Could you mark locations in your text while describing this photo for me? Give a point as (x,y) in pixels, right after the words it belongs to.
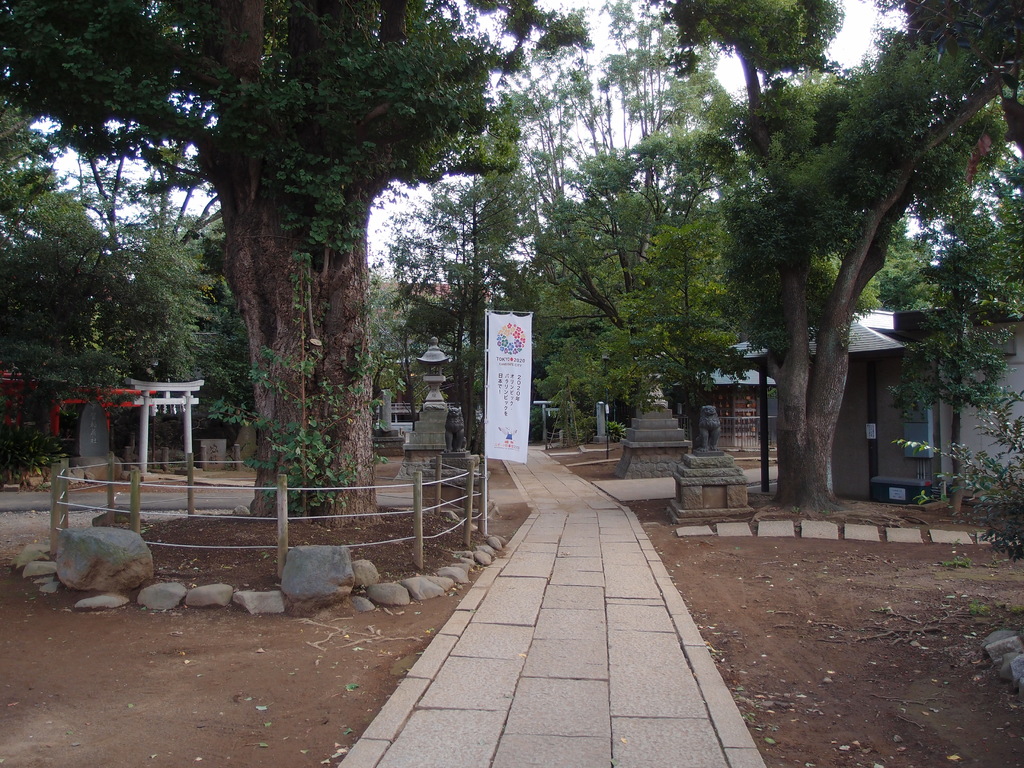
In this picture there are buildings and trees (671,341) and statues (687,459) and there is a railing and there is a board (520,437) and there is text (514,385) on the board (498,451). At the top (557,73) there is sky (613,2). At the bottom (629,649) there is pavement (591,573) and there is ground (357,662).
